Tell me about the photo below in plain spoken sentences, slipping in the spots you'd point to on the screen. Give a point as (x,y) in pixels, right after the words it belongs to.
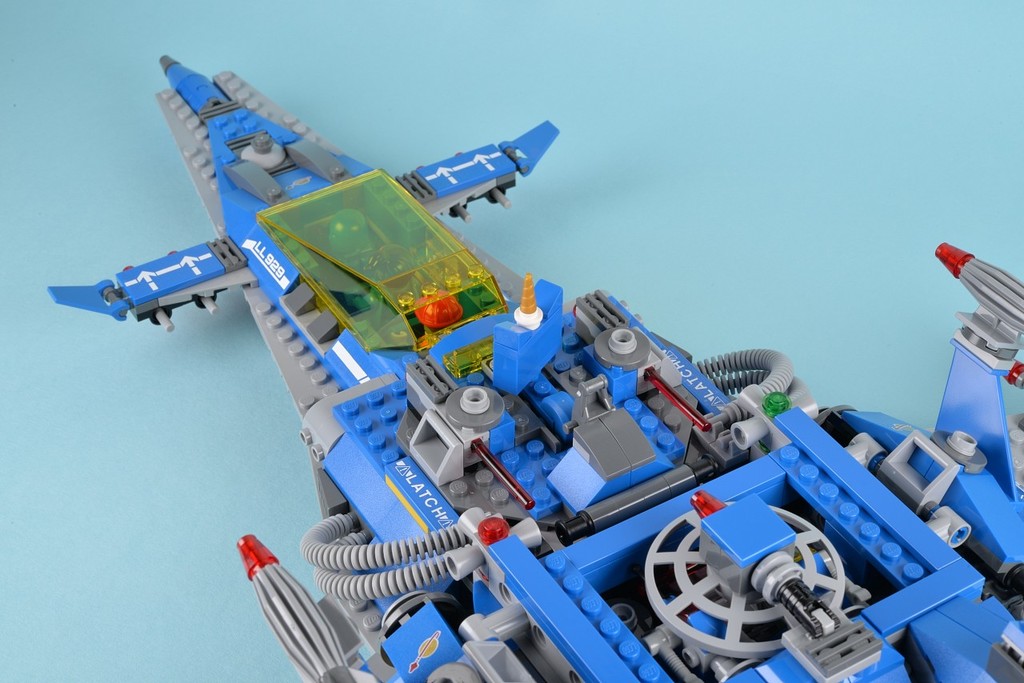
In the middle of the image (388,354) there is a toy plane (379,292) on the surface (237,455). The surface (804,181) is light blue in color.
